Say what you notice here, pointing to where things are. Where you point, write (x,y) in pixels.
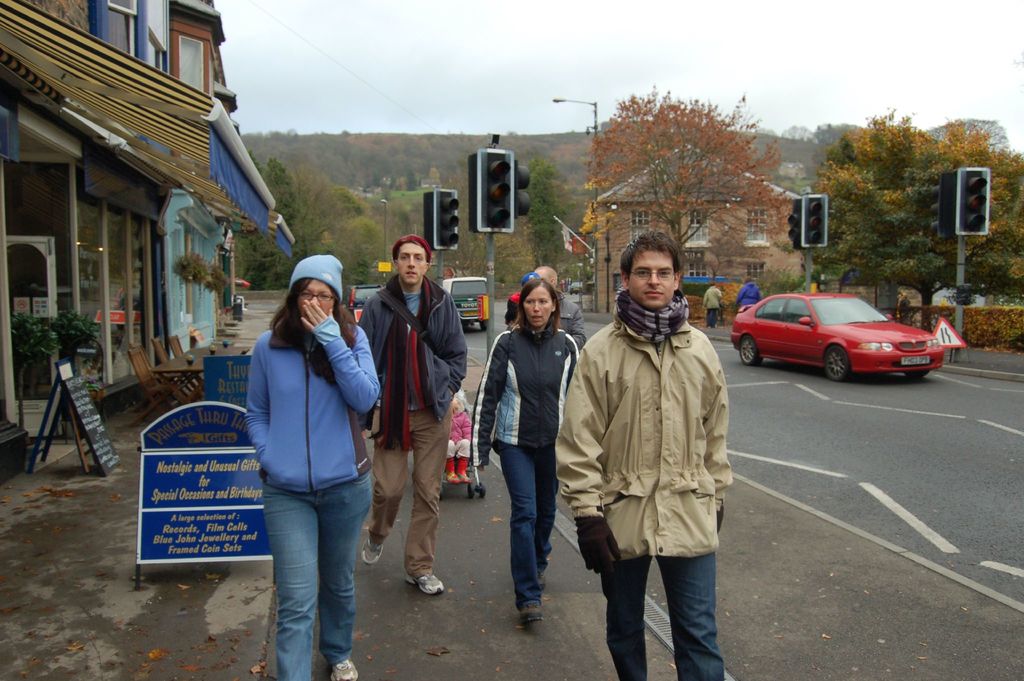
In this image I can see the vehicles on the road (803,435). To the side of the road (829,490) I can see the signal poles (493,293), many trees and the group of people (420,429) with different color dresses (489,382). I can see a child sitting in the stroller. To the left (143,91) I can see many boards (146,444) and the building (17,140). In the background (562,255) I can see the house (693,222), many trees (686,209) and the sky (630,21).
